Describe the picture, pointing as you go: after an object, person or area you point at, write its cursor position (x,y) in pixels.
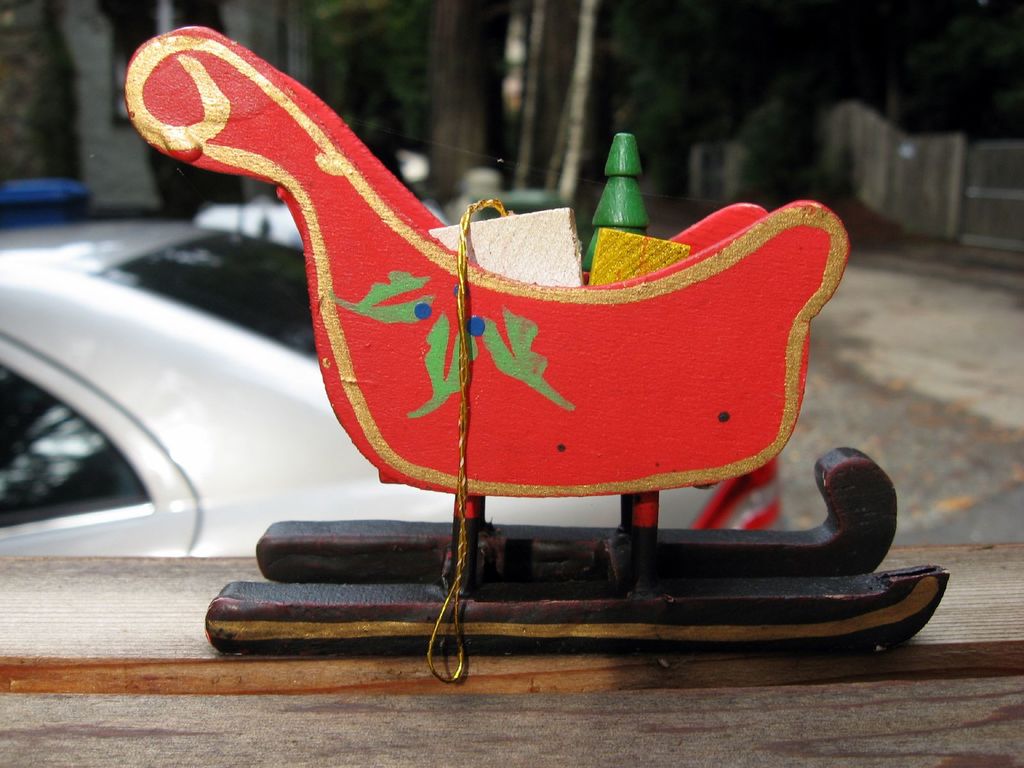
In the foreground of the picture (362,589) there is a toy (410,539) like a slider (642,556), in it there are some objects (558,255). In the center of the picture (510,511) there is a car (147,286). In the background (767,63) there are trees (452,46) and buildings (281,27).
